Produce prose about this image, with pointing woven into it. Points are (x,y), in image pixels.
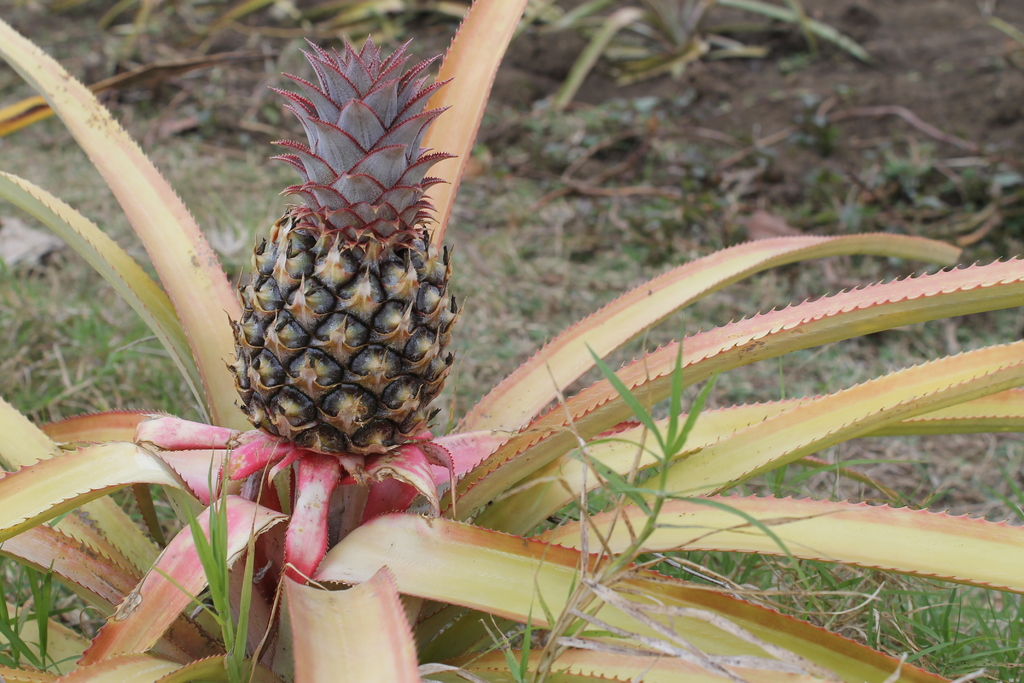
Here we can see a pineapple plant (273,373) with pineapple (360,383). Background (114,30) it is blur. We can see grass (505,251).
